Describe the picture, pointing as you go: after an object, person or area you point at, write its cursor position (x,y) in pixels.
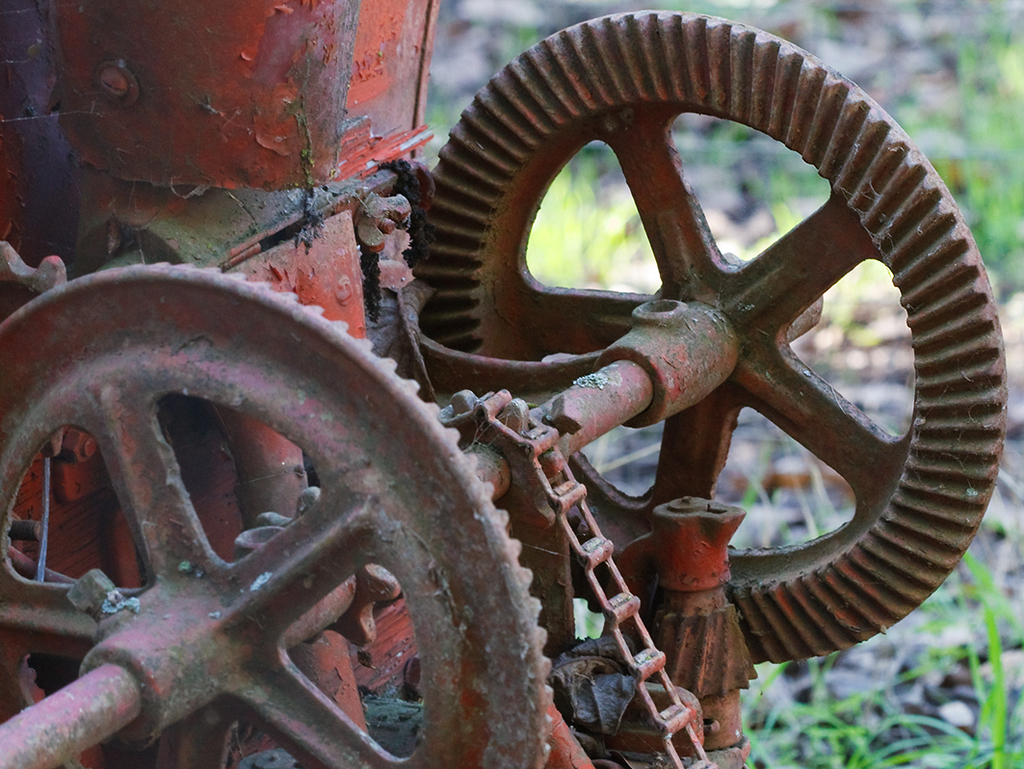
In this image I see an equipment (363,319) which is of brown and red in color and in the background (787,13) I see the grass (986,116).
